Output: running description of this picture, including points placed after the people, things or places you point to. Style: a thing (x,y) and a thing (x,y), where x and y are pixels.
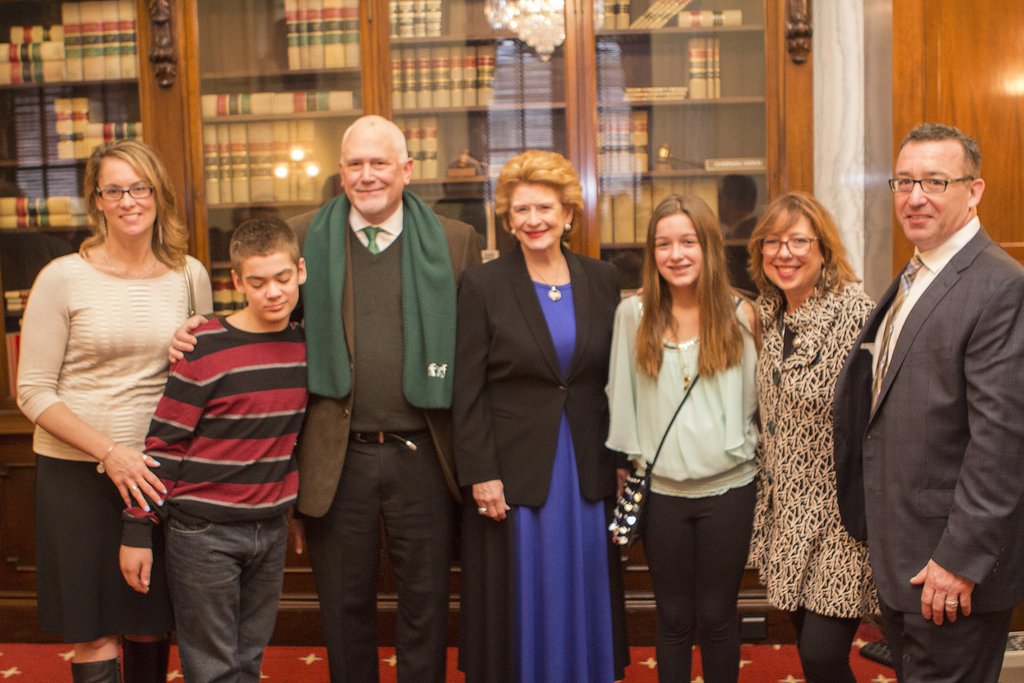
In this image I can see the group of people (567,371) standing and wearing the different color dresses (560,360). In the back (246,166) I can see the cupboard (478,126) and there are many books (249,106) inside the cupboard (292,204). And I can also see the red color mat (63,659) on the floor (37,658).
